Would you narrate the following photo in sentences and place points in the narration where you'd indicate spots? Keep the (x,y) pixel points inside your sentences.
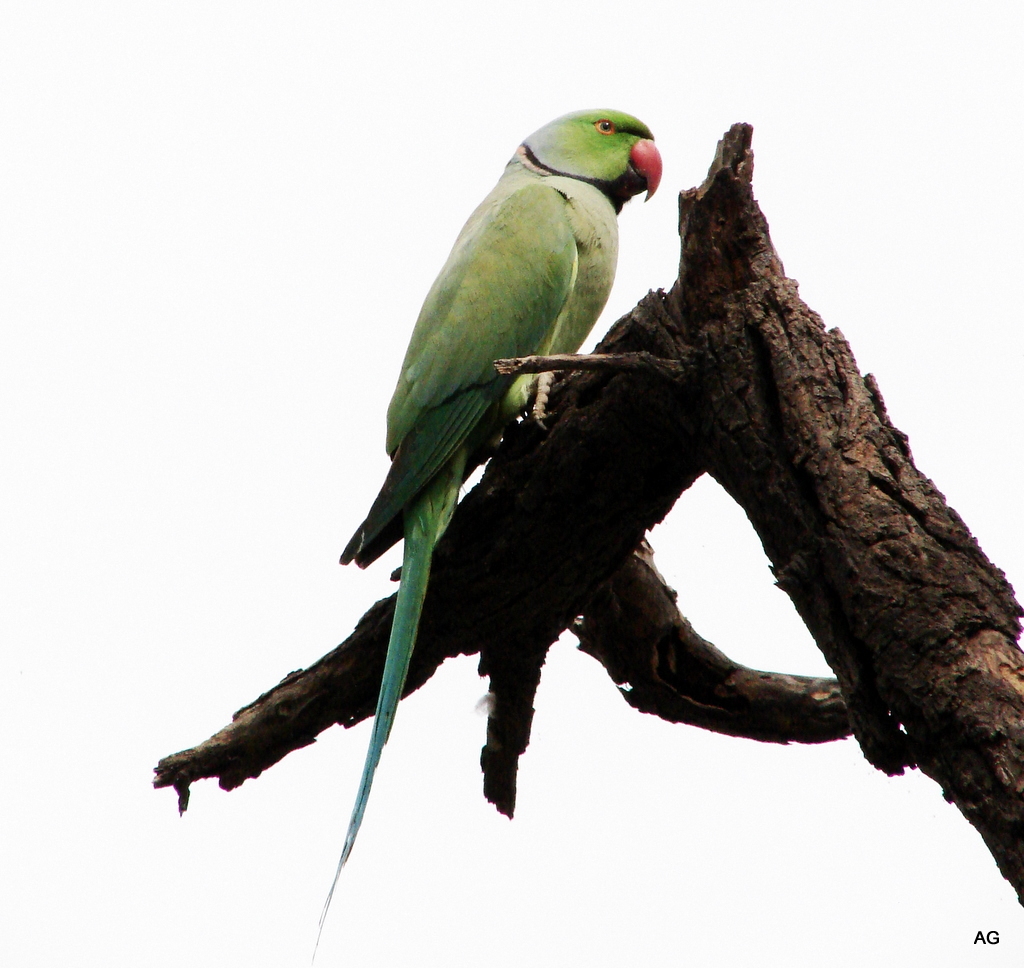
It is a green color parrot (575,255) standing on the branch (629,492) of a tree (805,687).
